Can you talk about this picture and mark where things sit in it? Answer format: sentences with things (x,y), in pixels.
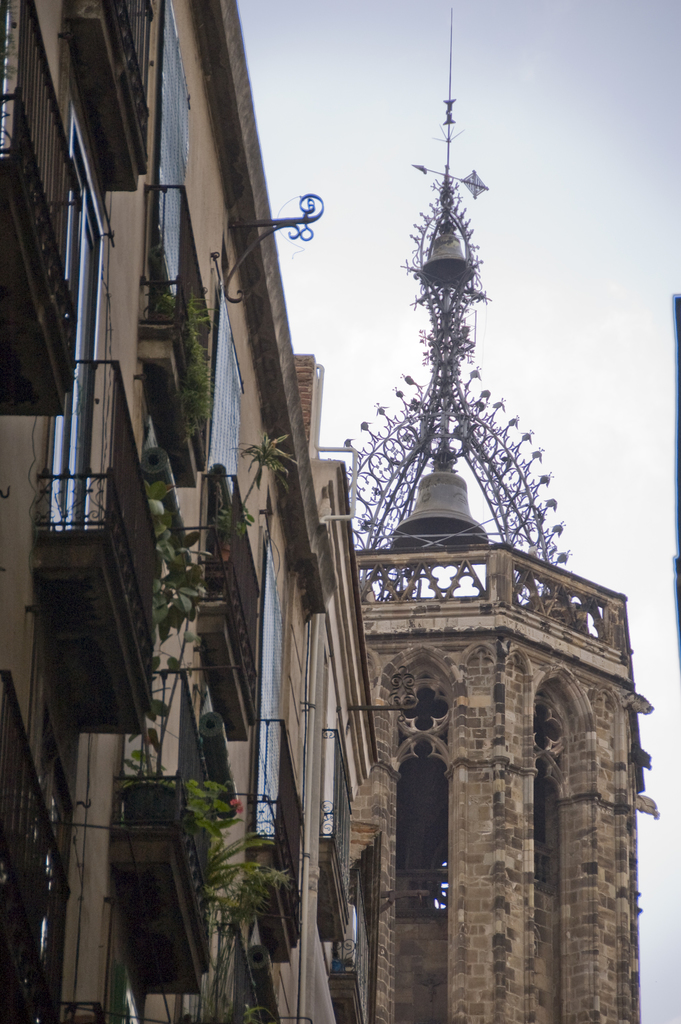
In this image I can see few buildings (214,632), few plants (235,868), a flower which is red in color and in the background (656,478) I can see the sky (630,302).
